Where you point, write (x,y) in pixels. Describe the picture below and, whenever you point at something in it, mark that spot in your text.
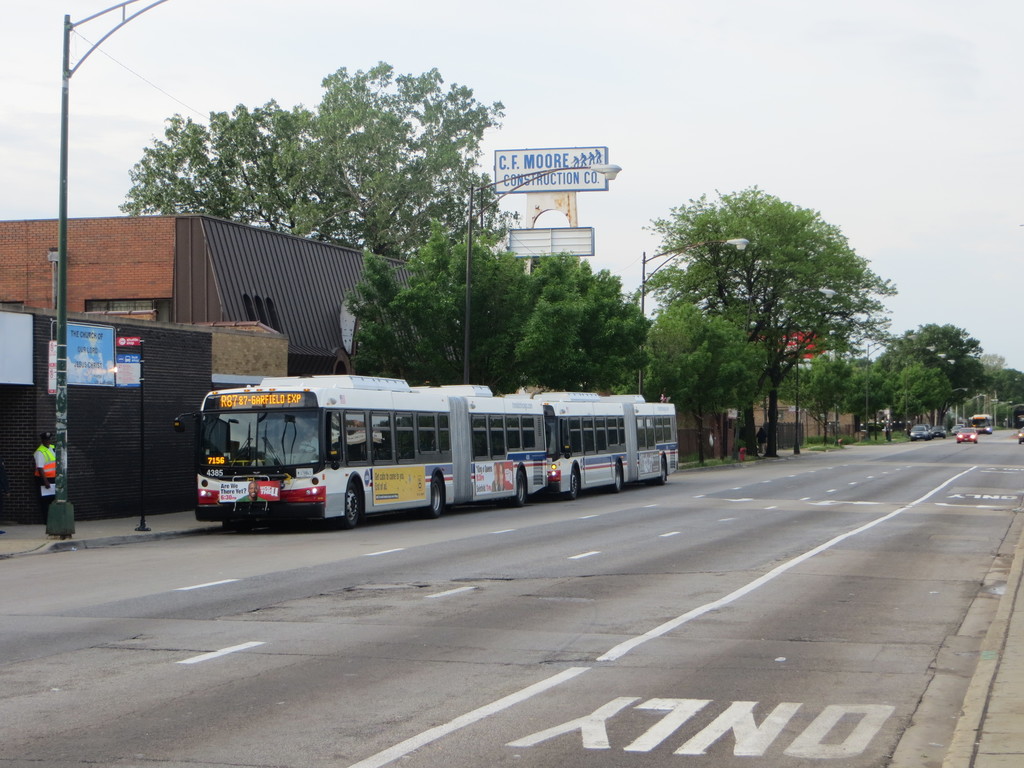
In this picture I can see couple of buses (380,449) and buildings (178,288) and trees (554,271) and few vehicles (976,434) moving on the road (939,458) and hoardings (530,206) with some text (572,174) and a man (51,470) standing and i can see cloudy sky (533,46) and few pole lights (65,18).
